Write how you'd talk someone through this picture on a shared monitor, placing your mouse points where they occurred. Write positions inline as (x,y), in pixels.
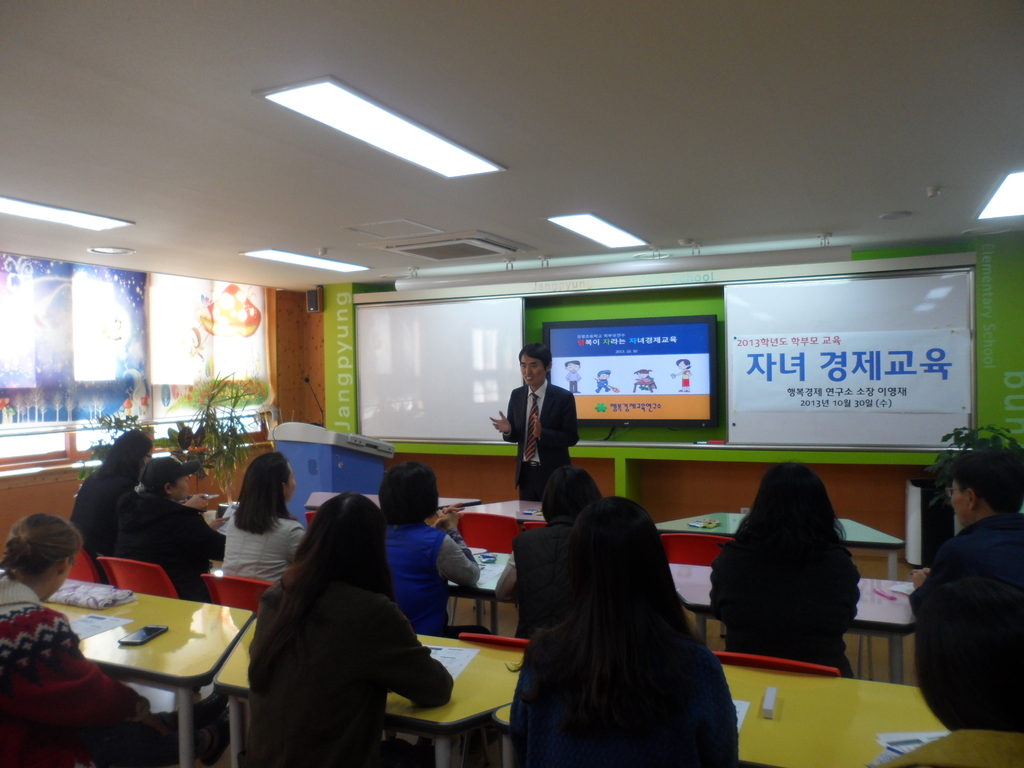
There are some people (258,650) sitting in the chairs (252,603) in front of a table (170,627) on which some accessories (84,598) were placed. There is a man (535,447) standing in front of them and talking. Beside him there is a podium (336,456). In the background (615,389) there is a television (635,377) and a white marker boards (431,361). In the left side (185,340) there is a window (122,382).
